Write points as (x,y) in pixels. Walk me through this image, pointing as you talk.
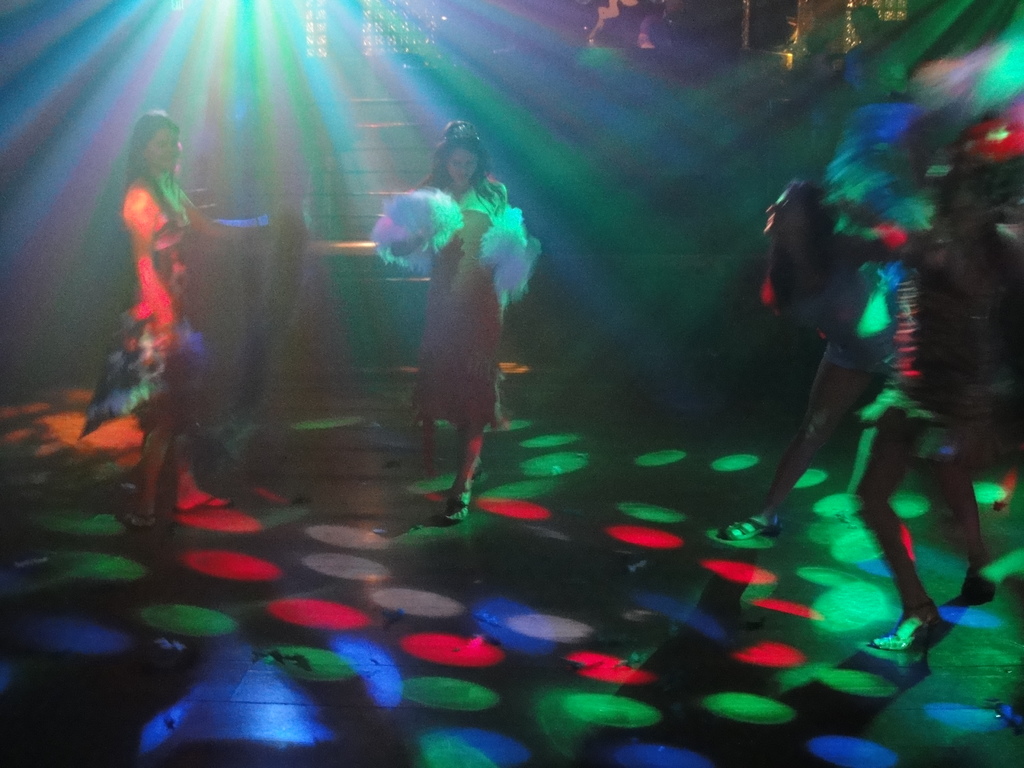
In this image there is a woman (487,229) walking on the floor (381,606). Beside there is a woman (140,481) standing. Behind them there are stairs (348,272). Right side (965,289) few persons (994,251) are dancing.
